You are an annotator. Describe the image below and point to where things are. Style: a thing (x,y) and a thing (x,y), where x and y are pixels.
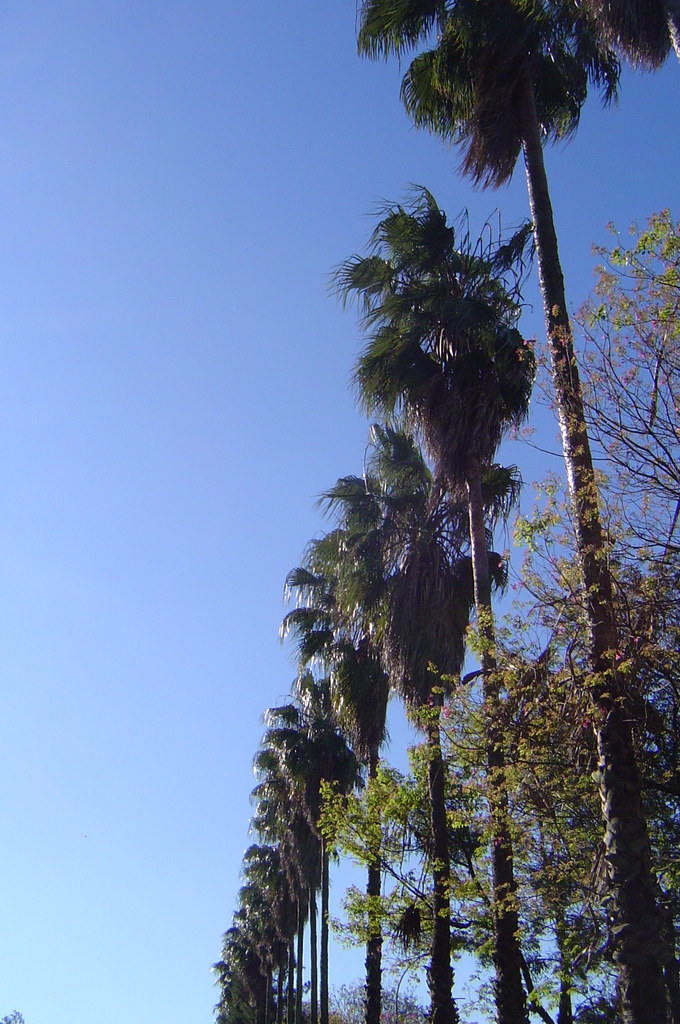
In this image we can see that there are tall trees (584,430) in the line. At the top (222,77) there is sky (266,245). On the right side (620,644) there is a plant (650,649).
